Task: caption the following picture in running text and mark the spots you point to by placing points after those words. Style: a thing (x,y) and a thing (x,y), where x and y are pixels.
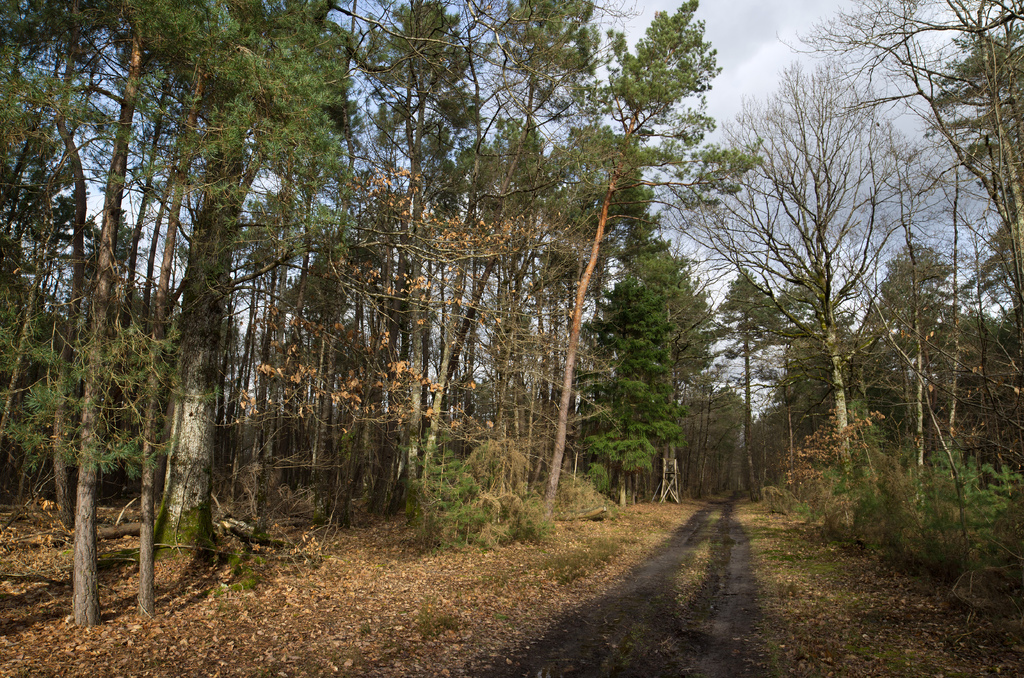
This is an outside view. At the bottom (667,592) there is a path (674,611) and I can see the dry leaves (375,622) on the ground (423,604). In the background (436,334) there are many trees (220,399). At the top of the image (751,43) I can see the sky (803,38).
